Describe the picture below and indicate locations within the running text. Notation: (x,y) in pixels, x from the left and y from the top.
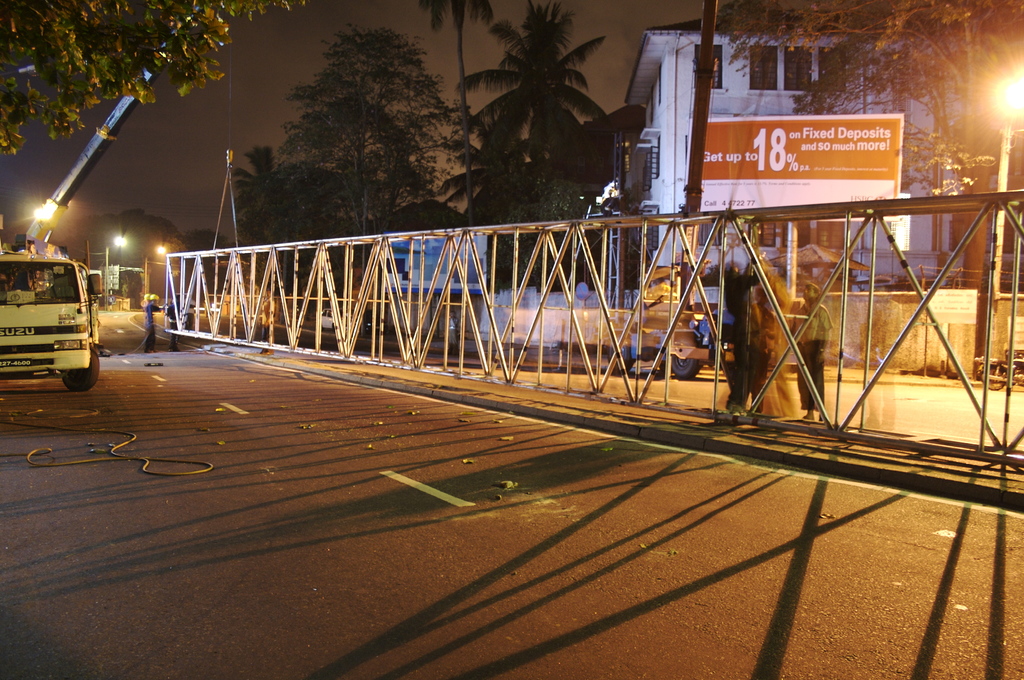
In this picture we can find few people (152,323) and vehicles (45,298) on the road (360,420), in the middle of the road (348,423) we can find metal rods (451,250), in the background (519,249) we can see few trees (575,185), lights (1011,82), poles (705,118) and a house (679,149).
